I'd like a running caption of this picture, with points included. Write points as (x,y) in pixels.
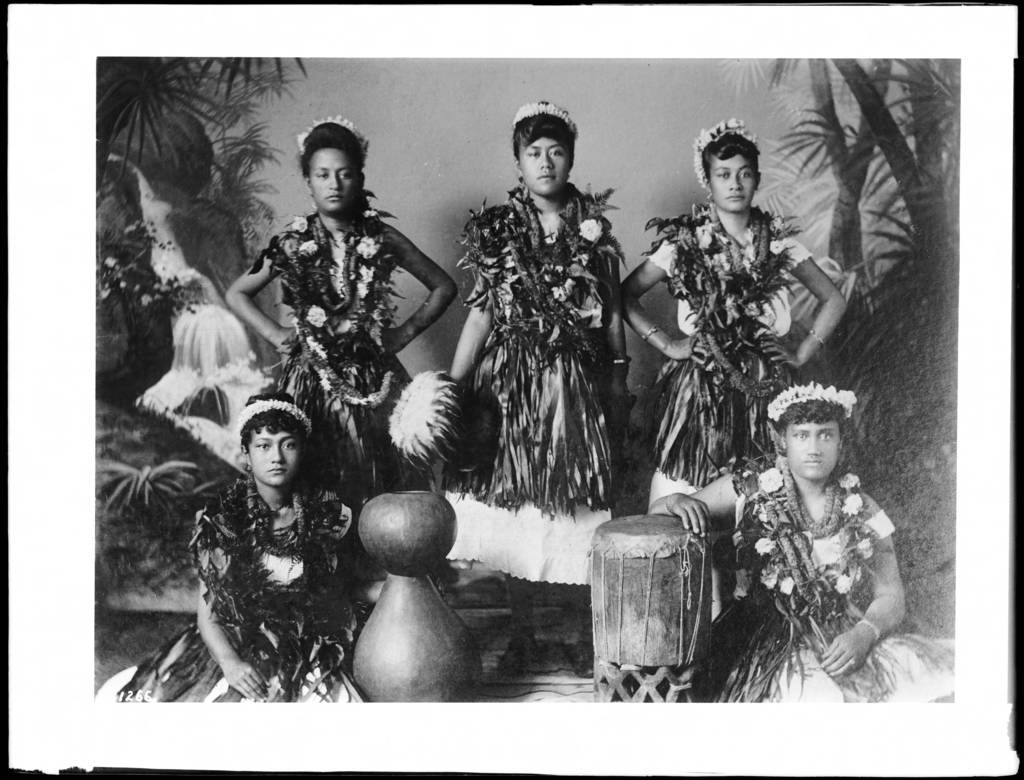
In this black and white picture three women (592,325) are standing on the land (554,597). Before them there are few musical instruments (416,591). Right side (831,598) there is a woman (846,615) sitting and keeping her hand (684,525) on the musical instrument (644,624). Left side (158,677) a woman (268,591) is sitting on the land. They are wearing garlands (778,411). Background (805,320) there are few plants (819,256).
